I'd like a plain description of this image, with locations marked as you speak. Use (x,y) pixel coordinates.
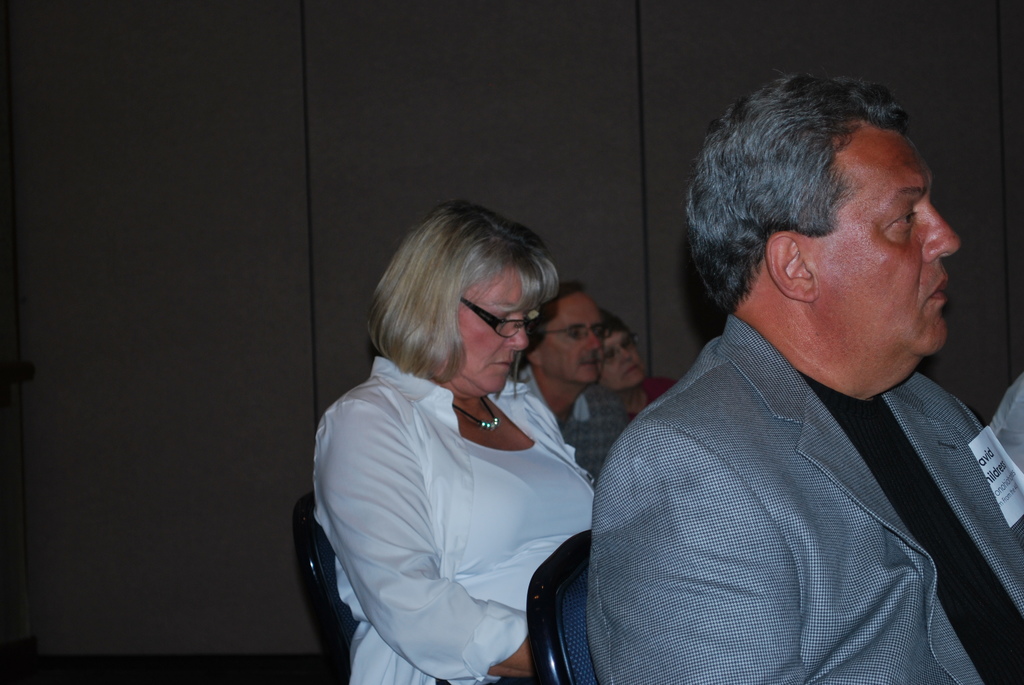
Front this man (765,349) is sitting on a chair (571,657) wore suit (808,559). Background (496,333) this persons (596,431) are also sitting on chairs (326,537). This woman (431,532) wore white jacket (412,458) and spectacles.
